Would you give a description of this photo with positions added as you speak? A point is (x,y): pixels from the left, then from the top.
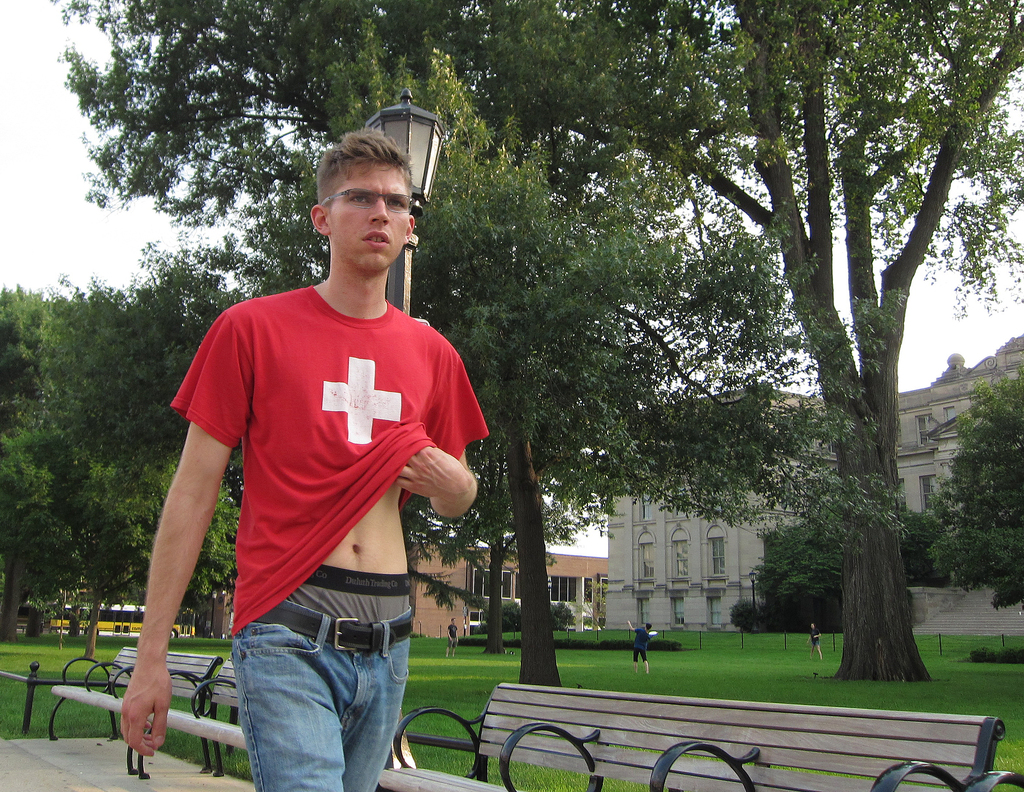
In this image there is a man (392,428) who is wearing a red t-shirt (344,450), blue jeans (314,716) and a underwear (371,597). Besides him there is a bench (666,743). On the background (663,556) there is a building (693,546). On the bottom (705,659) we can see a green grass ground (652,666), plants (572,646) and a pole (742,642). On that ground (811,690) there are three persons (448,647) who are playing a game. On the top (711,67) we can see a tree (714,111) and a sky (930,309).
